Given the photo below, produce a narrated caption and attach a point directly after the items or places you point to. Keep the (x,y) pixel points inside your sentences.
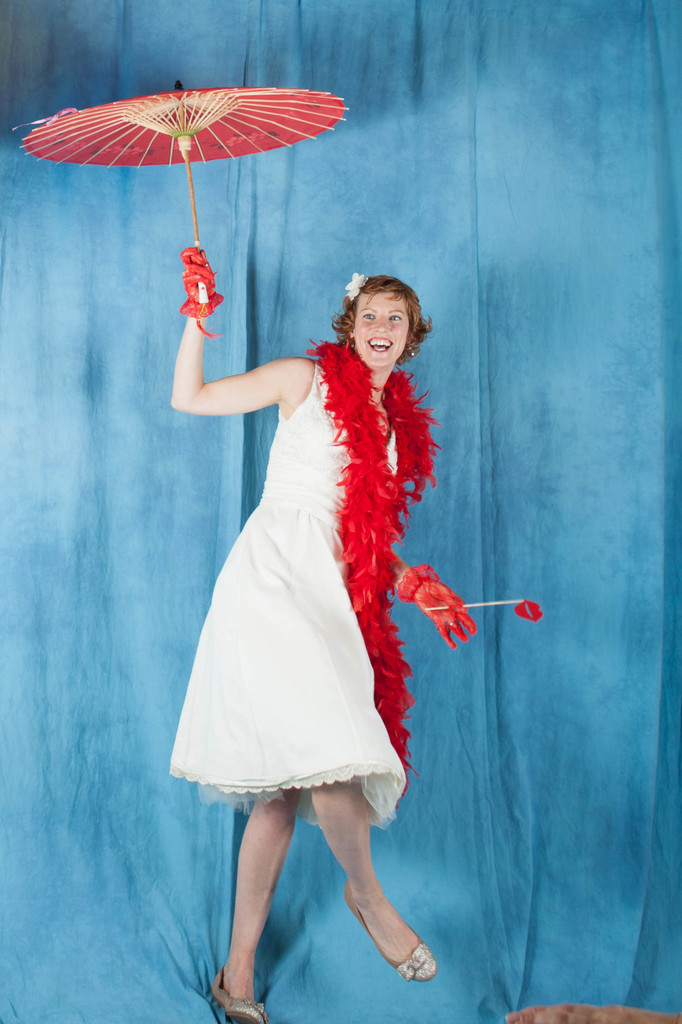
In this picture we can see a woman (241,877) in a white dress (348,603) with a fur scarf (387,542) around her neck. The woman (342,407) is holding an umbrella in one hand (194,275) and she is wearing red color hand gloves (197,301).
